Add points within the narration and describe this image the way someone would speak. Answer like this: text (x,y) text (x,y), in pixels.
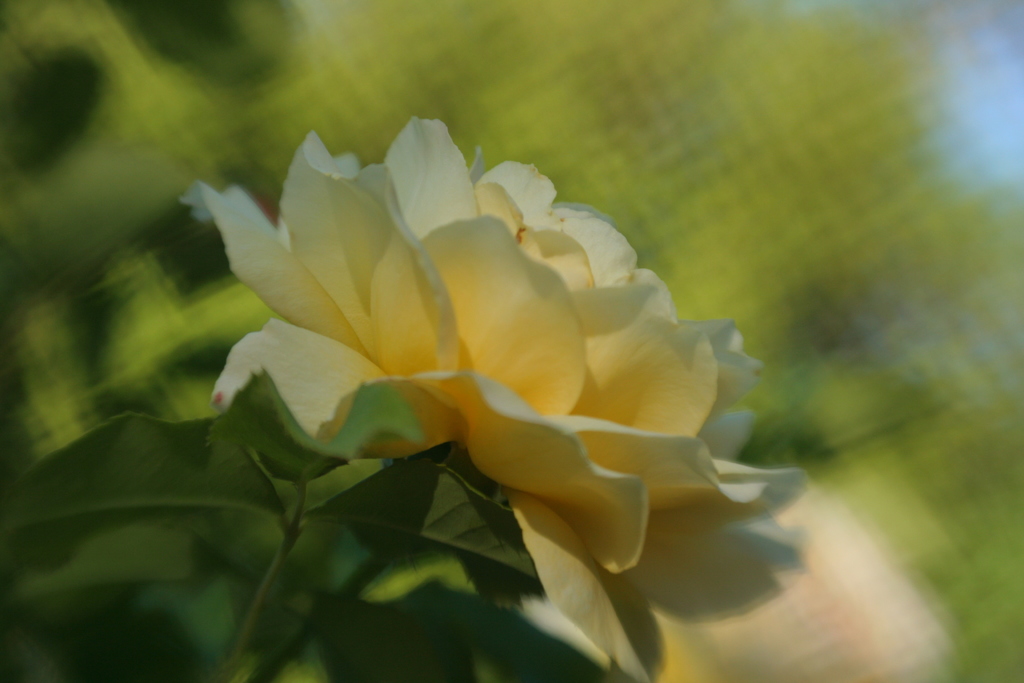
In this image there is a flower (410,342) in the middle (393,348). To the flower (374,449) there is a stem (297,502) with the leaves (296,474).
